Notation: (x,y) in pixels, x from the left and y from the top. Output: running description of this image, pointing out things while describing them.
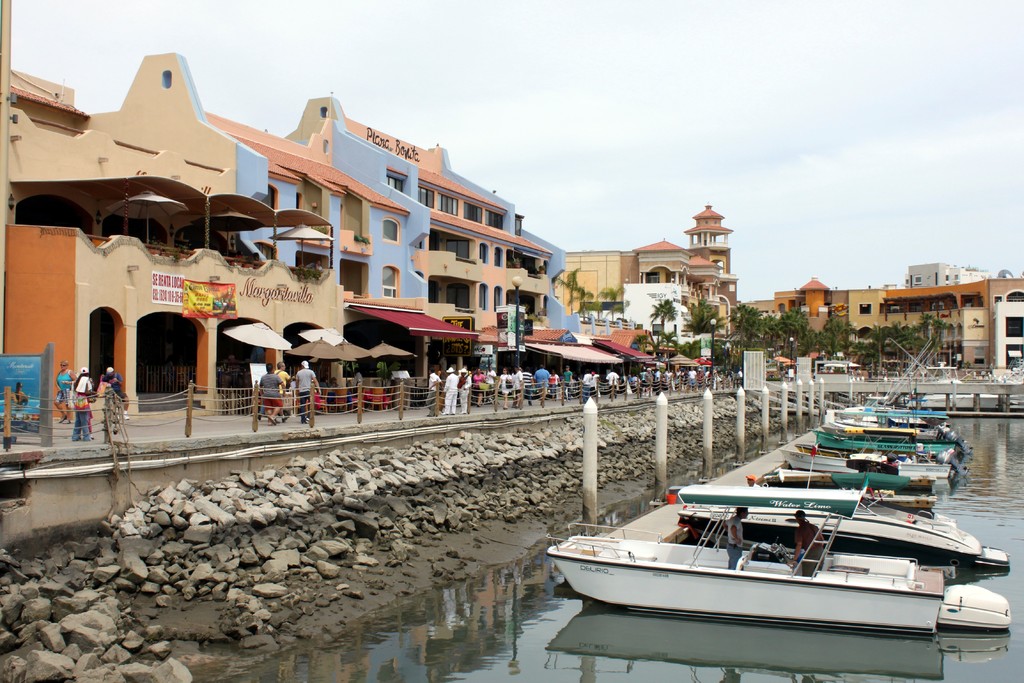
In this image we can see so many boats (845,597) are on the surface of water (999,639). Left side of the image (144,338) buildings (501,364), trees (787,355) and fencing (344,411) are present. The sky (600,137) is full of clouds (762,97). The people (455,400) are moving on the road (233,420).
